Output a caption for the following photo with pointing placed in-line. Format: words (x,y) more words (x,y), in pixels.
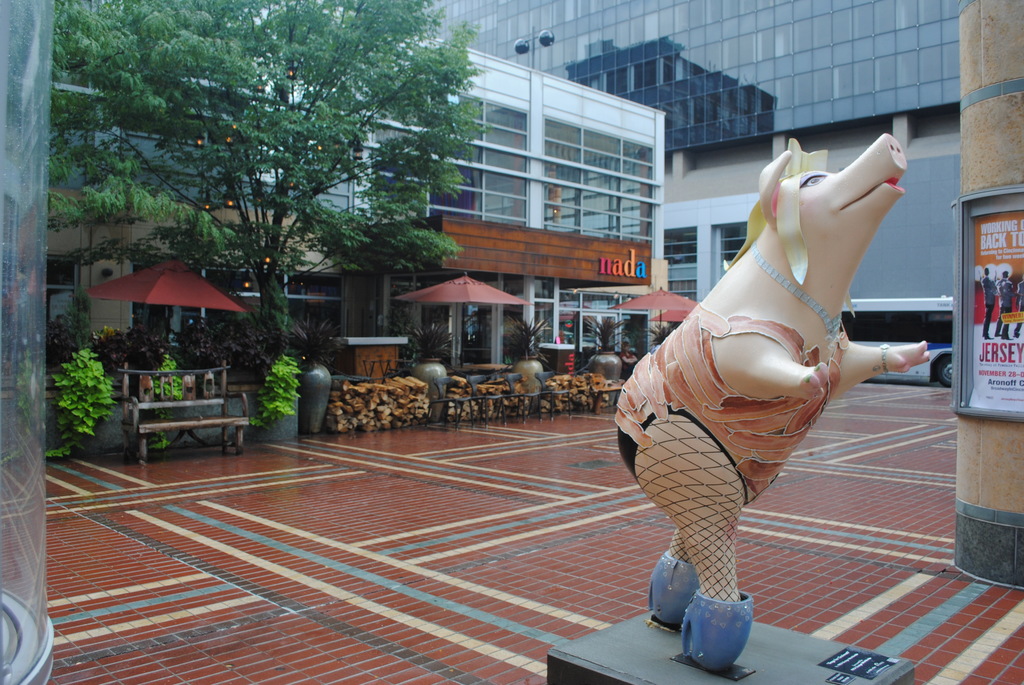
In this picture we can see a statue (619,419) on a platform (649,658), pillar (970,62) with a poster (994,223) on it, glass (11,467), umbrellas (429,300), bench (212,381), pots (610,358), wooden logs (341,417), plants (269,390), trees (84,192), lights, vehicle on the ground (80,513) and in the background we can see buildings (741,135).
